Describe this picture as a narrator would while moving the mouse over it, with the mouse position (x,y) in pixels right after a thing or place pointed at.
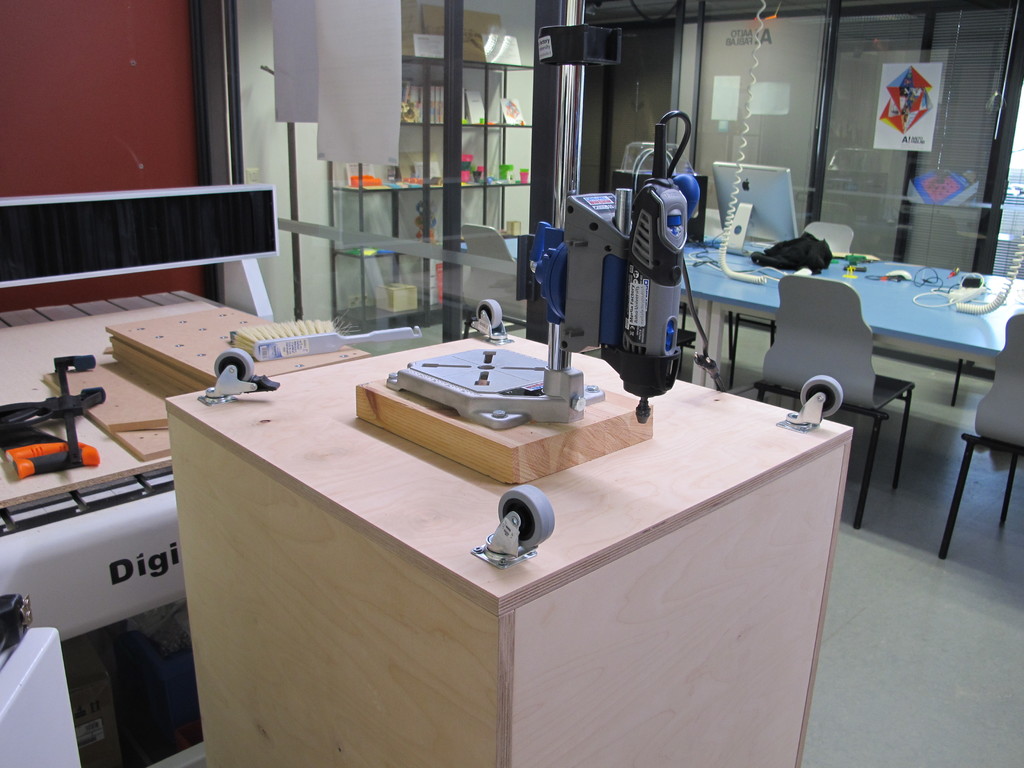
In this picture I can observe a machine (645,280) on the cream color table (424,521). On the right side (861,286) I can observe a blue color table (945,325) and few things (796,255) on the table (892,287). In the background (388,192) I can observe a shelf (418,127).
